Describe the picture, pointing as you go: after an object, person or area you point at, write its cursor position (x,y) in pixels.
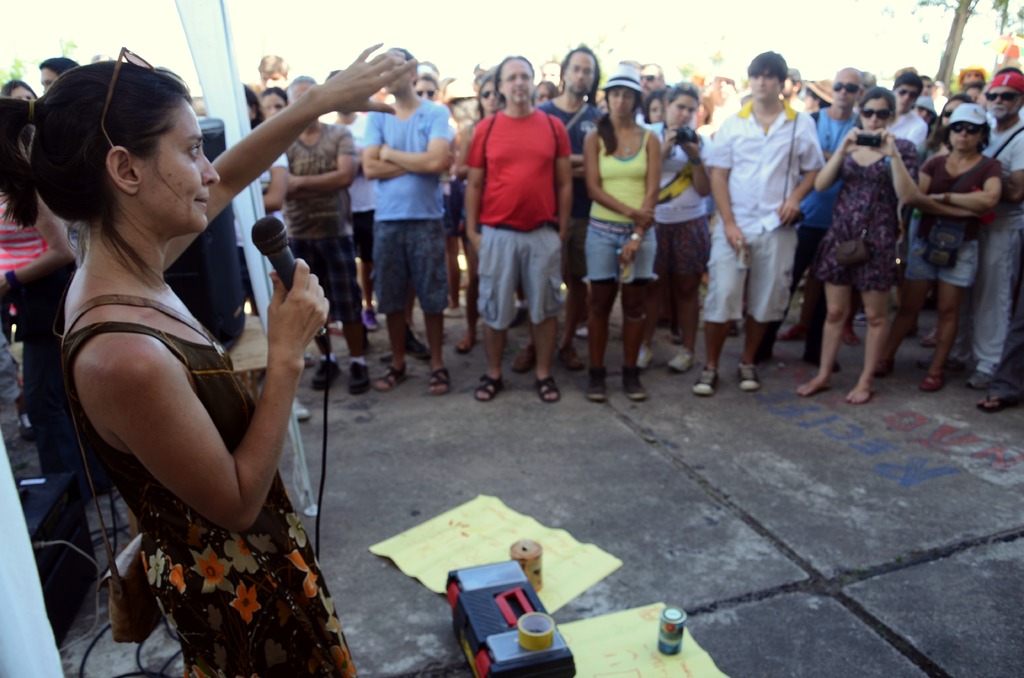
In this picture there are people (655,142), among them there is a woman (123,364) standing and holding a microphone (279,258) and carrying a bag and we can see clothes (179,587), devices (525,599), papers (566,561), tins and an object (471,634) on the ground (400,665). In the background of the image (761,38) it is blurry.
